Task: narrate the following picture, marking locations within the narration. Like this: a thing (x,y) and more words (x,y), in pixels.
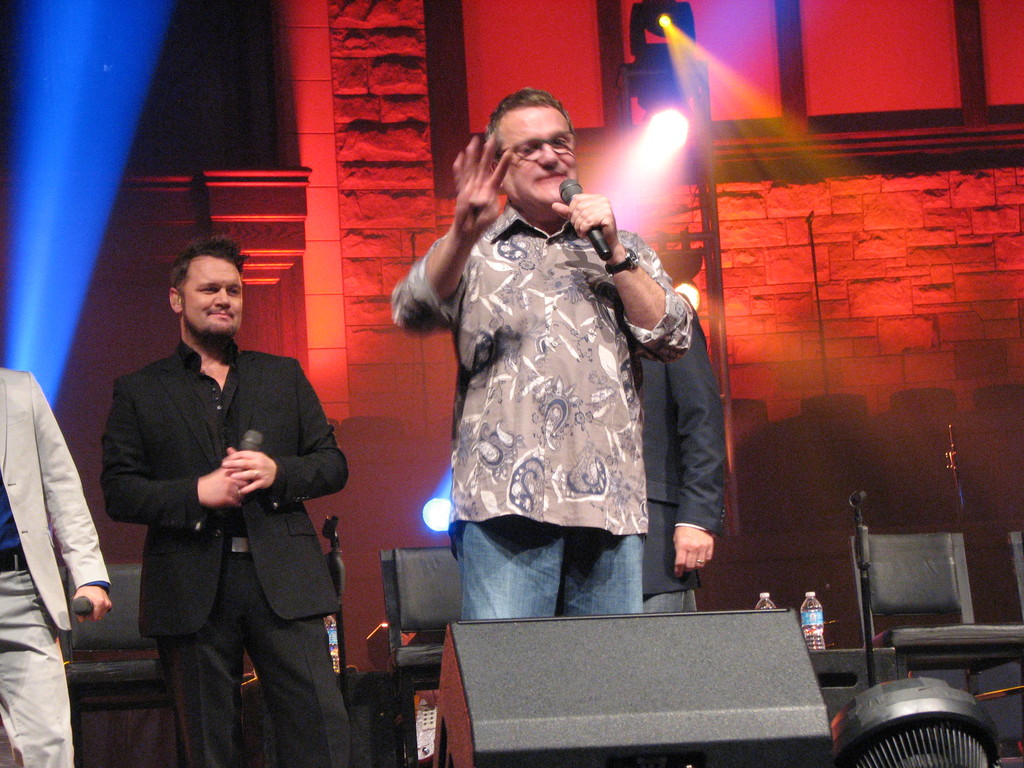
another person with grey color blazer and right side of him there is another person (683,593) This is a image of an hall (213,122) or a auditorium (739,308) where a man (585,263) is standing and speaking in the microphone (609,252) by holding in his hand (611,233) and at the back ground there is a man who is smiling with a black color blazer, and at the left side of him there is another person (38,752) with grey color blazer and right side of him there is another person (673,427) who is standing and at the back ground (811,592) there are some chairs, 2 water bottles (819,609) in the table (822,674), a speaker (768,664), focus light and the pole (715,240).
